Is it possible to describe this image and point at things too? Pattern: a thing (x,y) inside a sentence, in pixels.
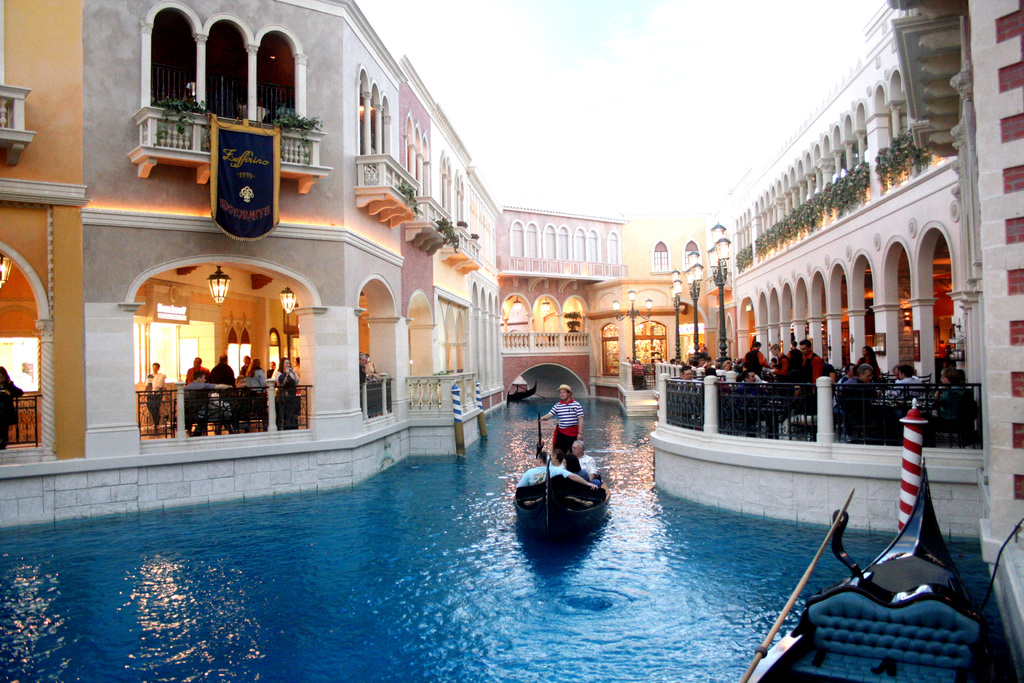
In this image there are buildings (556,282). At the bottom (616,600) there is a canal (546,398) and we can see boats (566,496) on the canal (738,592). There are people (527,485) in the boats (542,508). In the background (600,167) there is sky (559,81).
